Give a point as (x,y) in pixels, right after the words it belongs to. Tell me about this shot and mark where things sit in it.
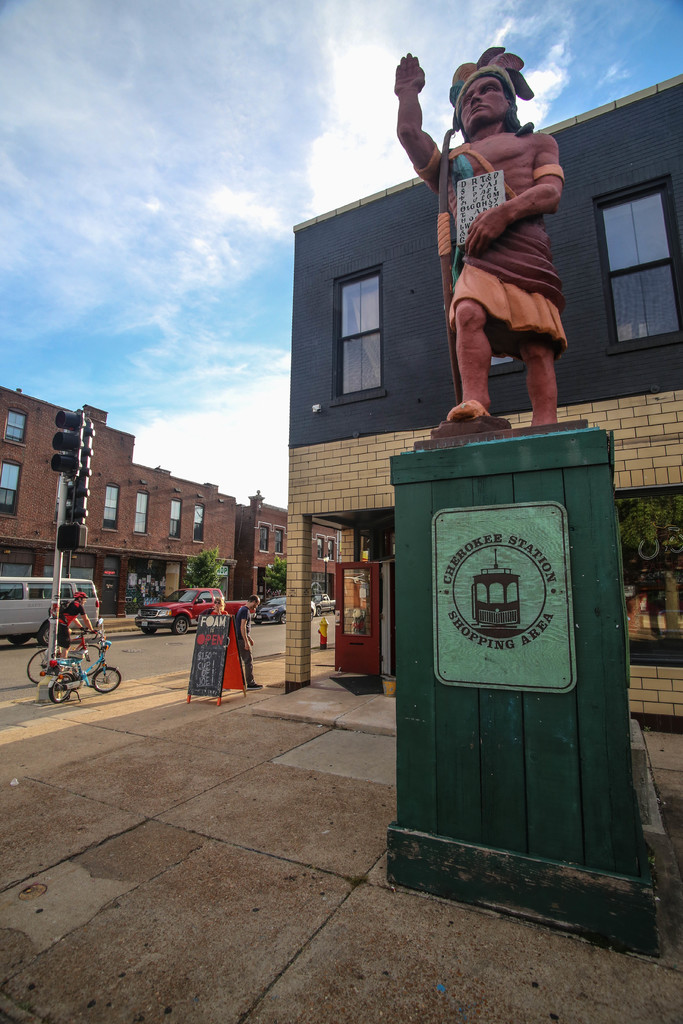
As we can see in the image there is a statue (493,125), buildings (106,440), traffic signal (72,482), cars (188,591), bicycles (64,701), few people (216,611) here and there, banner (202,674) and on the top (222,181) there is a sky (221,186).
